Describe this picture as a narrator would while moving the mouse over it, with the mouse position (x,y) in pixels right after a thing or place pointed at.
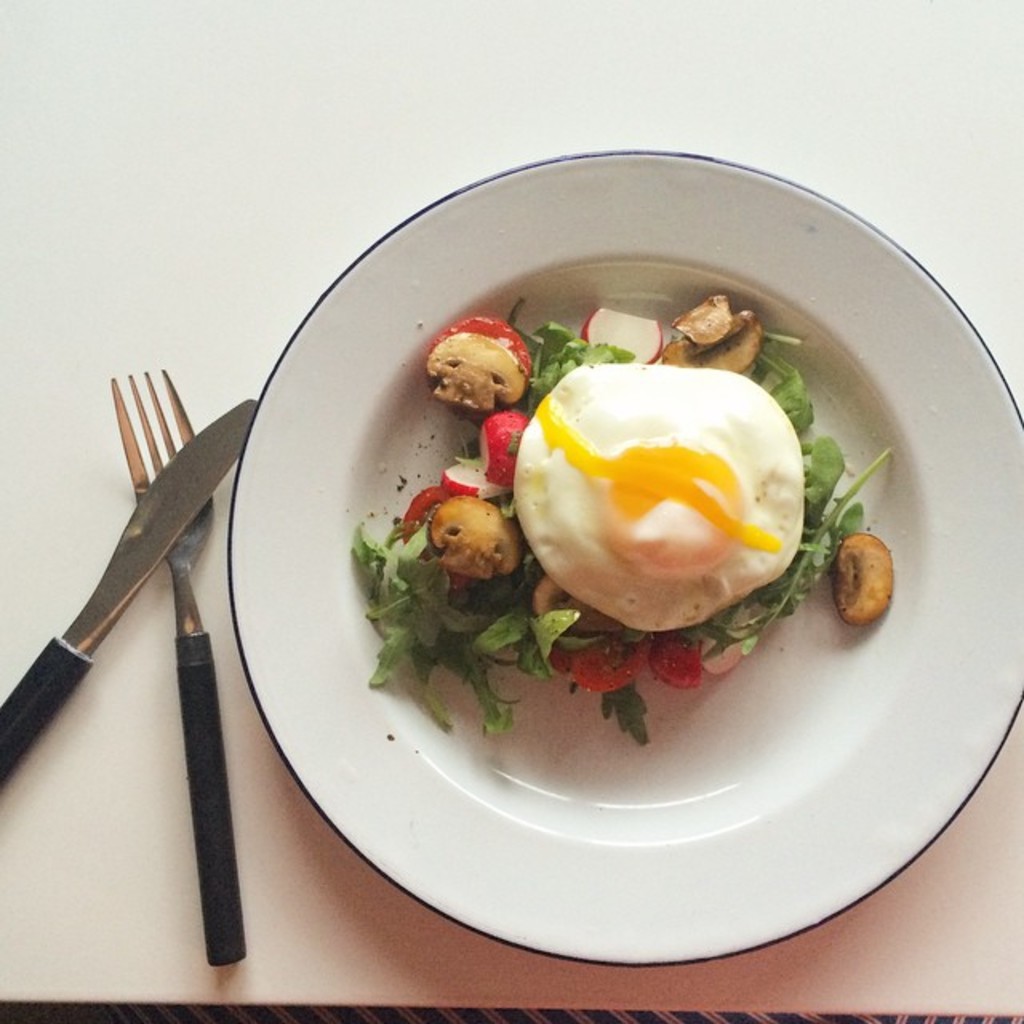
In this image there is a poached egg (615,450) and salad (525,375) on a plate (372,524), the plate (345,577) is on top of a table (151,592), beside the plate (372,539) there is a fork (186,558) and a knife (152,545).
